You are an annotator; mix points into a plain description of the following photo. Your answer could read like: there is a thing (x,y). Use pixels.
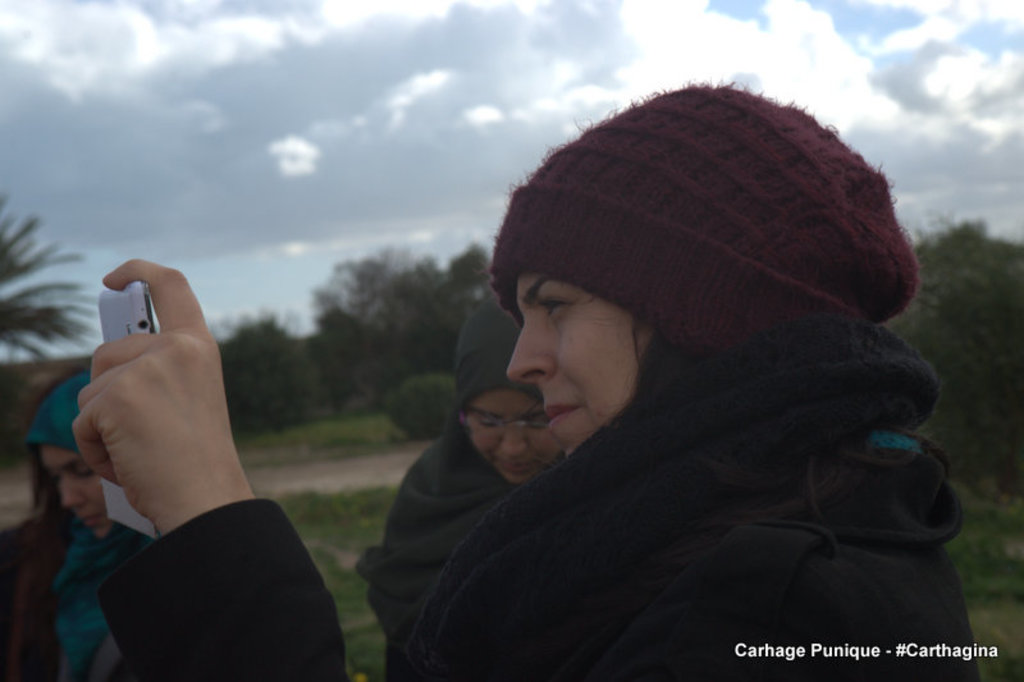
In this image I can see 3 women (43,641) standing and one of them is wearing a cap (511,251) which is of maroon in color and she is holding an electronic device (106,291). In the background (129,238) I can see few plants (255,441) and few trees (9,311) and I can also see the sky (56,162) is a bit cloudy and blue in color.
